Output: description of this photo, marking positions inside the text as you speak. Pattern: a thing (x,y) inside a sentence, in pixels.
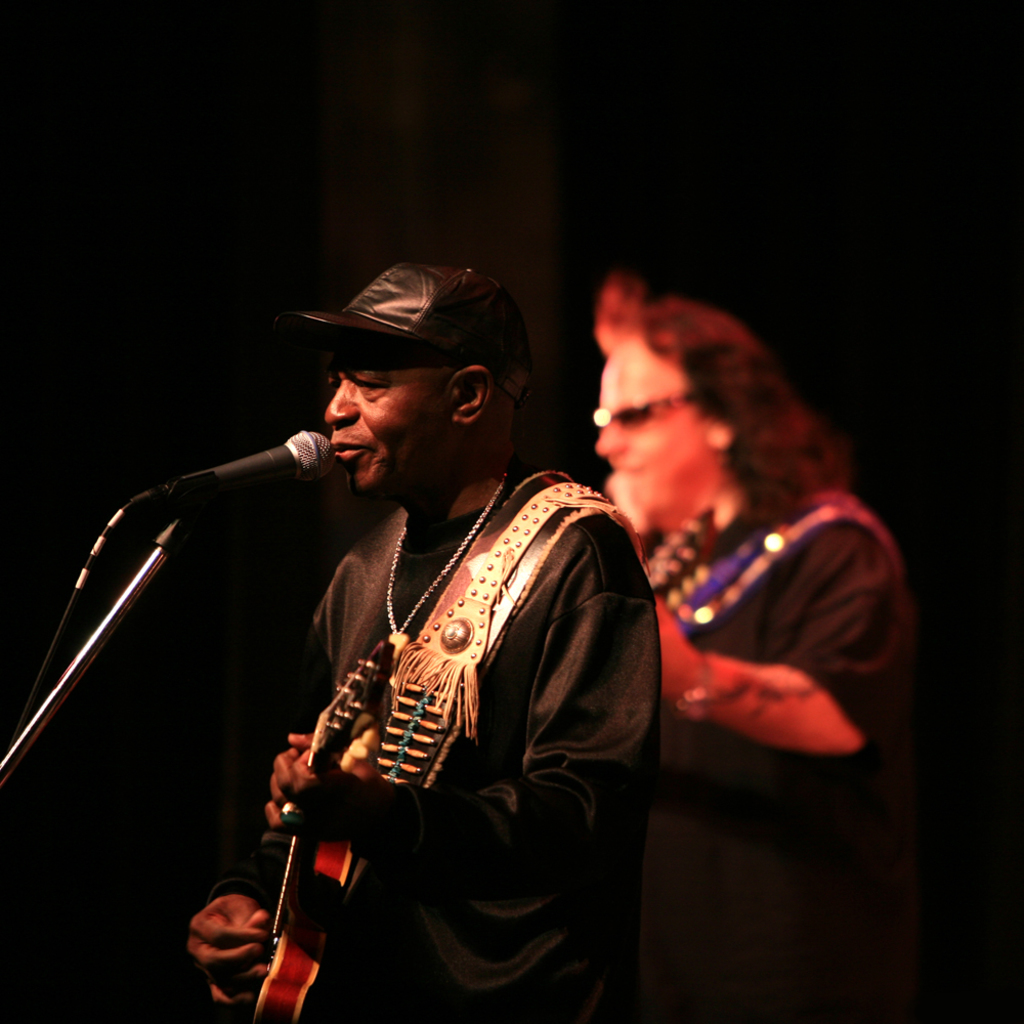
In this Image I see there are 2 men (782,919) and both of them are holding the musical instruments (293,988) and this man (470,925) is in front of a mic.
